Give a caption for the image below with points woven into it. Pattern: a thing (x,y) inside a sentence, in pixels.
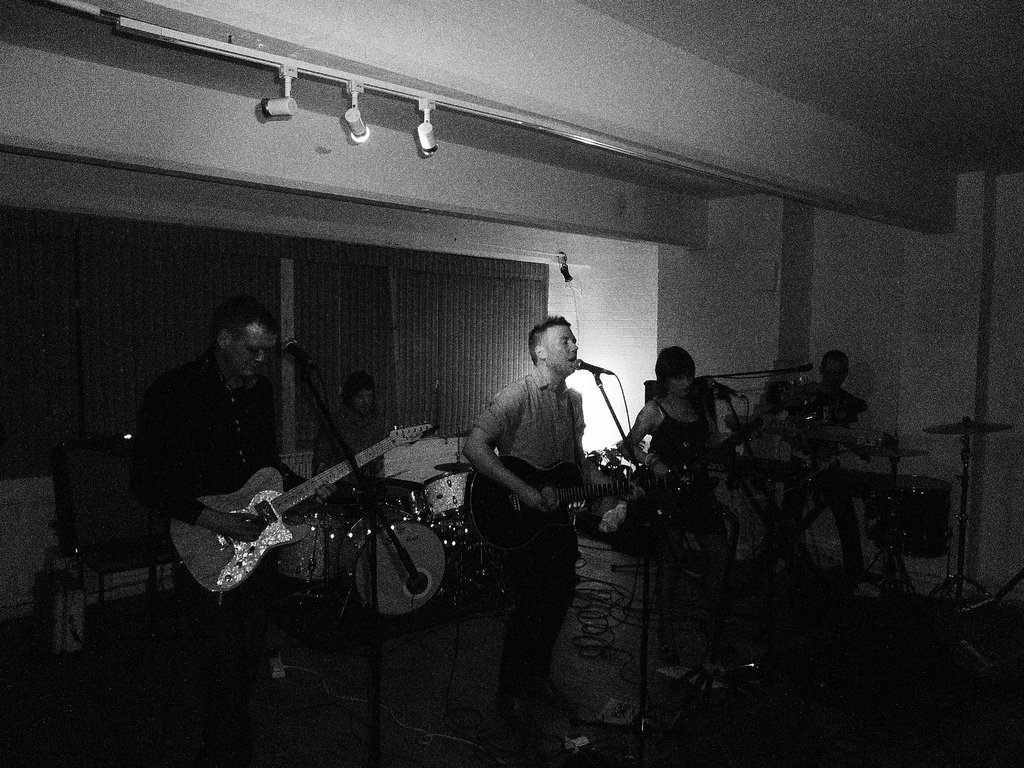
In this image there are five person (645,420) standing and playing a musical instruments (352,565).
